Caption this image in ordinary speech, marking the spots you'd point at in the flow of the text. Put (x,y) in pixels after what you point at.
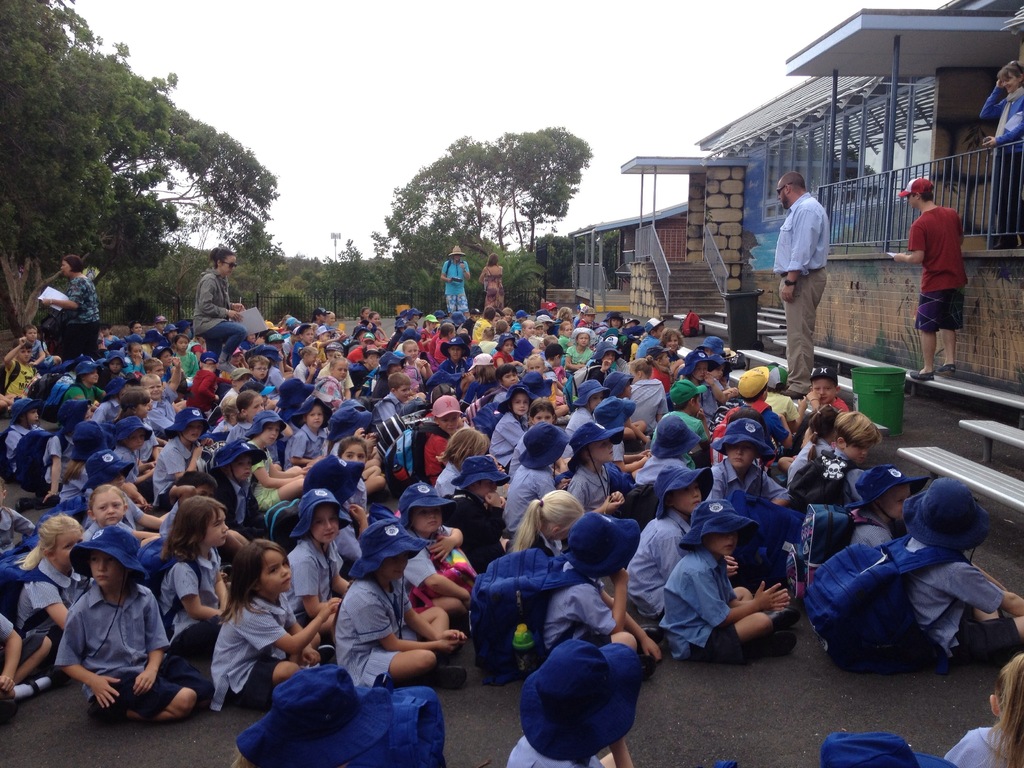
In this image there are so many children (267,673) sitting on the road (235,720), in front of them there is a building (575,280), dustbin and some people (1002,143) are standing also there are so many trees (38,177) behind them.
